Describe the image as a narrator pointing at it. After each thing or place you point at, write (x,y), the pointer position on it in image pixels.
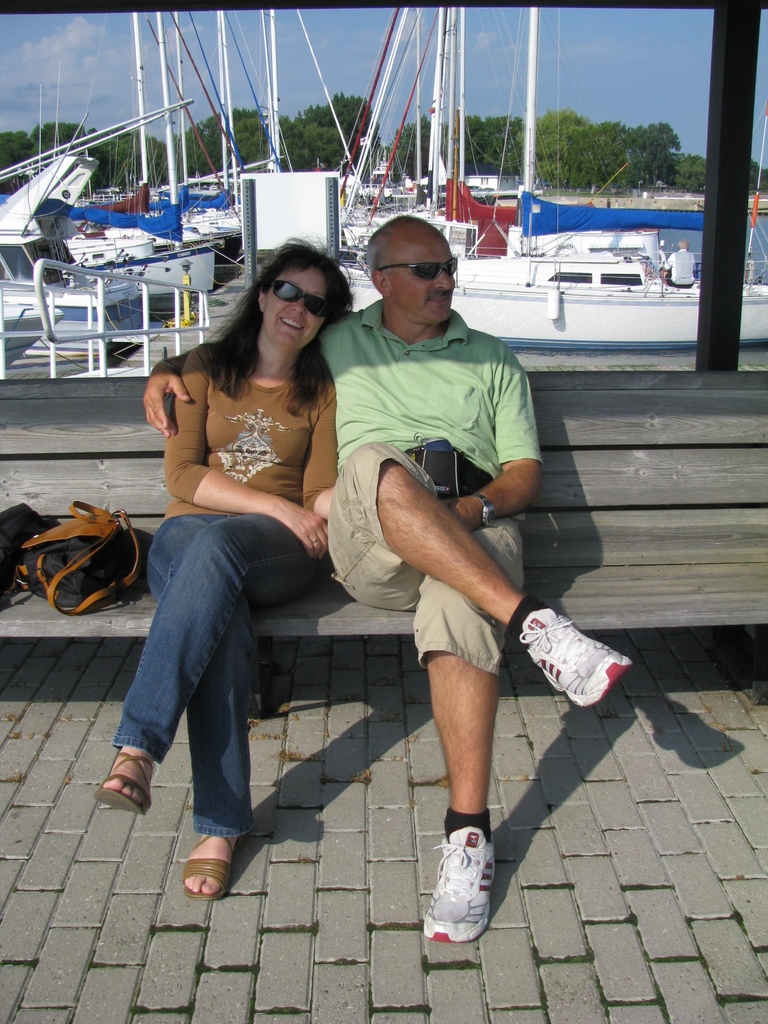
In the picture there is old man (439,332) and a woman (243,592) with a bag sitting on bench (674,528). in the background (572,301) there are boats (100,265) on the sea (696,244) and to the whole background (595,155) there are several trees (549,157), sky (609,113) with clouds (67,39).
